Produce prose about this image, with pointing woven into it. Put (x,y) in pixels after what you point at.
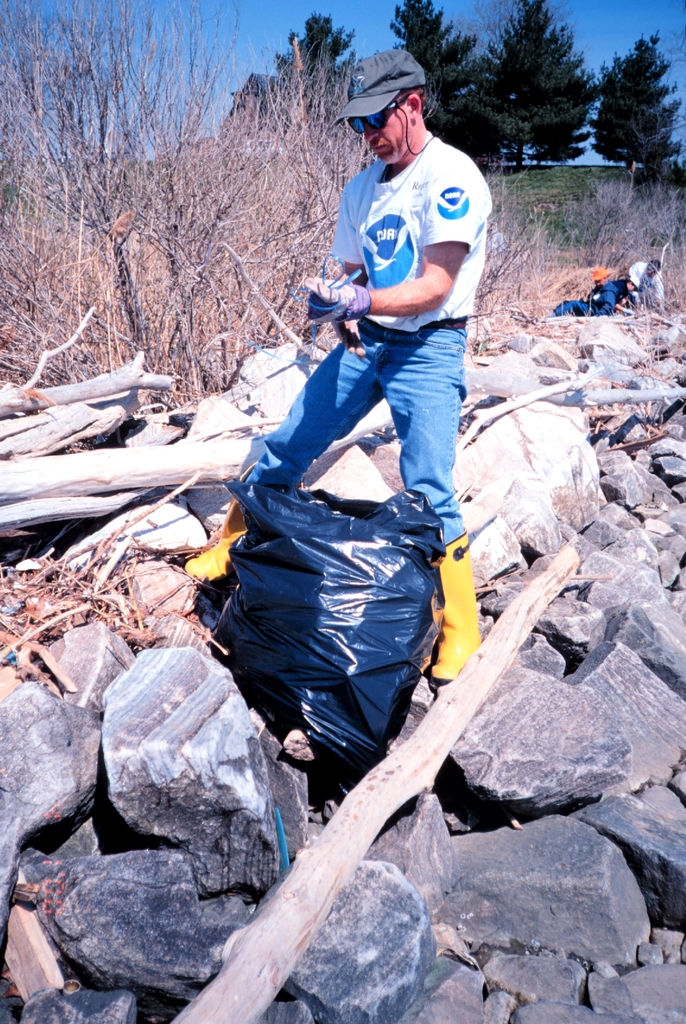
In this image I can see a person (458,181) standing and the person (426,362) is wearing white shirt (432,222), blue pant (427,375). I can also see a black color cover (385,707), few stones (679,573), few wooden sticks (163,407). Background (645,278) I can see two other persons (637,285), trees (644,87) in green color and the sky (208,35) is in blue color.
